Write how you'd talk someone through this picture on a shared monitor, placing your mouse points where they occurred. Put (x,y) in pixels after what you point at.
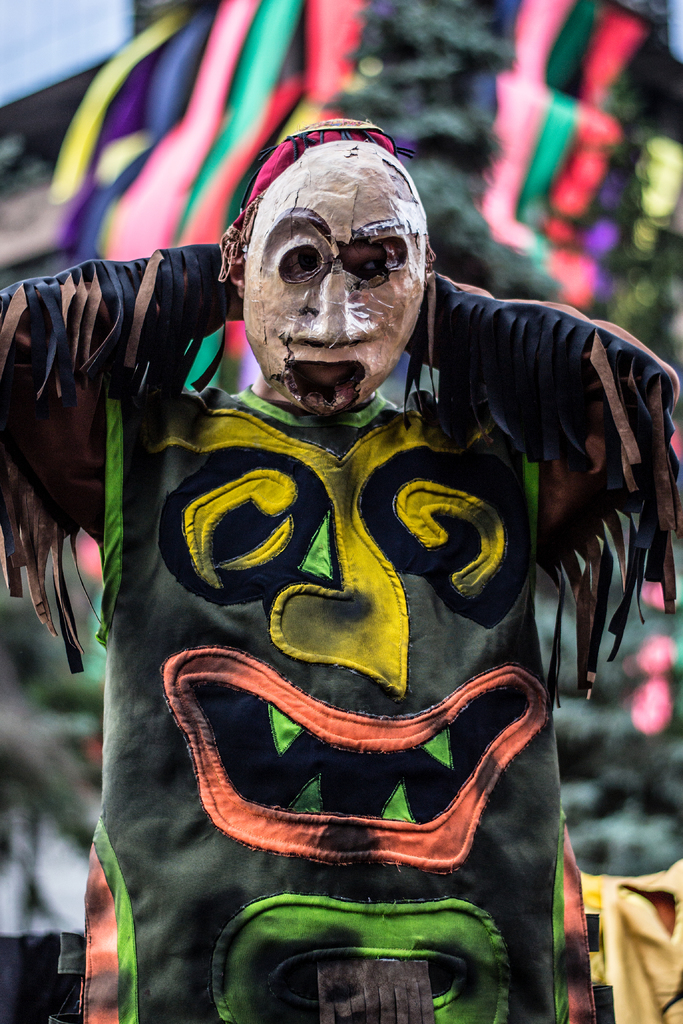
In this image there is a man (380,632) he is wearing costumes (334,865), in the background (209,85) there are cloths (655,156).
